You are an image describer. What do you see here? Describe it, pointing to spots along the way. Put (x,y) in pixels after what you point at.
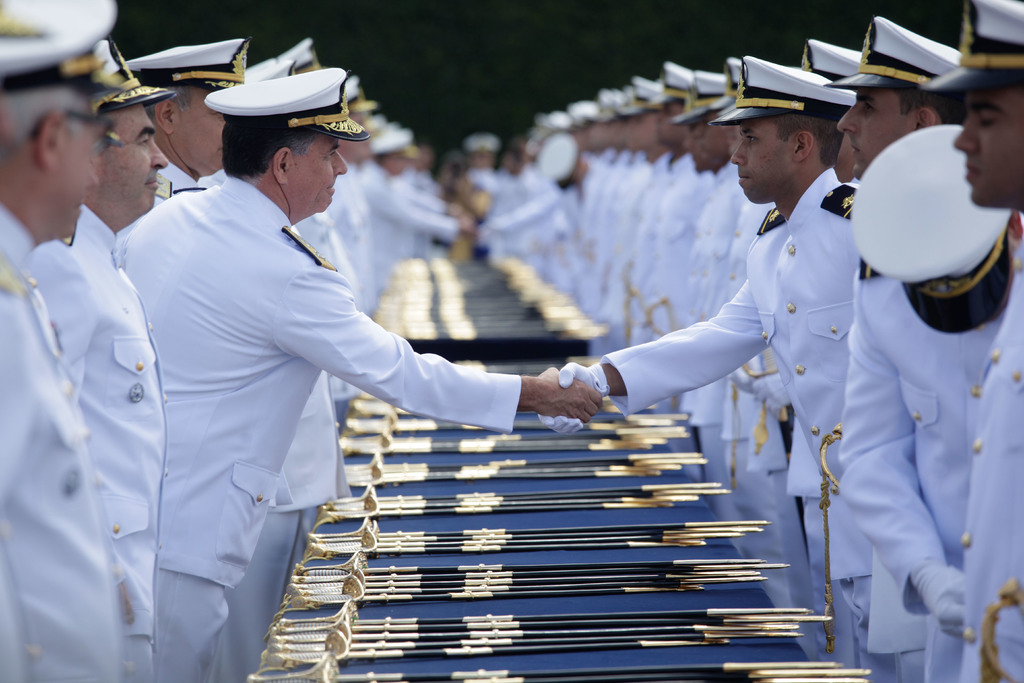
On the left side (311,139), there are persons (351,107) white color uniforms (500,389), wearing white color caps (221,83), standing. In front of them, there are sticks (445,276) arranged on the tables (481,349). Some of these persons (213,322) are shaking hands (547,386) with other persons (801,328) who are opposite to them and they are in white color uniforms (1014,299). On the right side (756,111), there are persons (650,101) in white color uniforms (1013,326), wearing white color caps (767,80) and standing.
